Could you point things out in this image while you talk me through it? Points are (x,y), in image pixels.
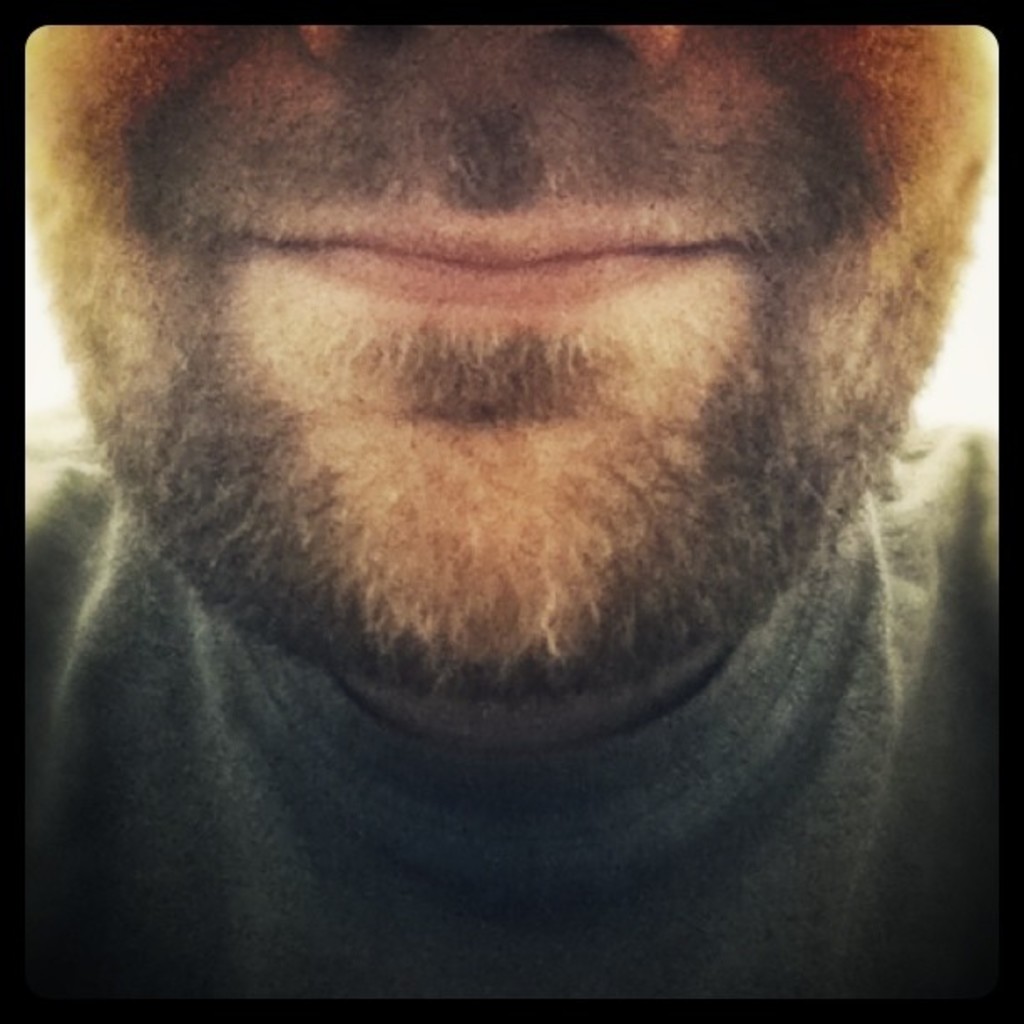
This image consists of a face (335,523) of a man (256,566). He has a beard (602,537). He is wearing a black shirt (367,900).
